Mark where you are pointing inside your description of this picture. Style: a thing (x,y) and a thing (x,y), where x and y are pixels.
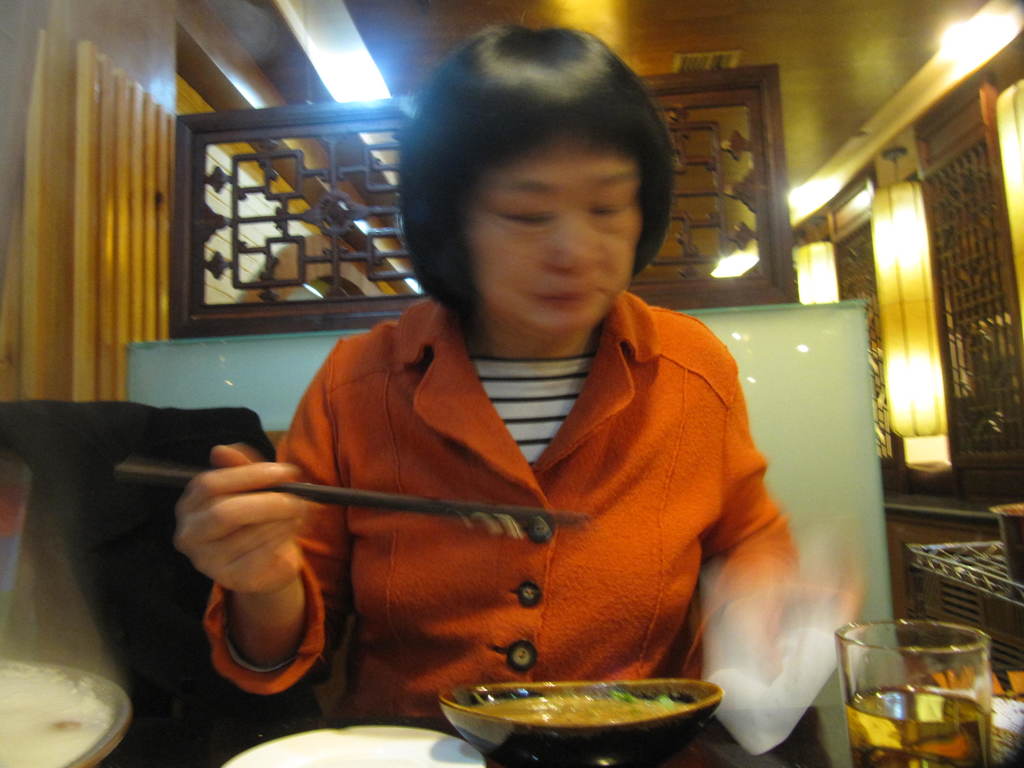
In this image we can see a lady (267,524) holding chopsticks (299,485), in front of her there are food items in the bowls (591,757), there is a glass of drink (885,703), also we can see the walls (55,204), lights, and a grille (701,203).
